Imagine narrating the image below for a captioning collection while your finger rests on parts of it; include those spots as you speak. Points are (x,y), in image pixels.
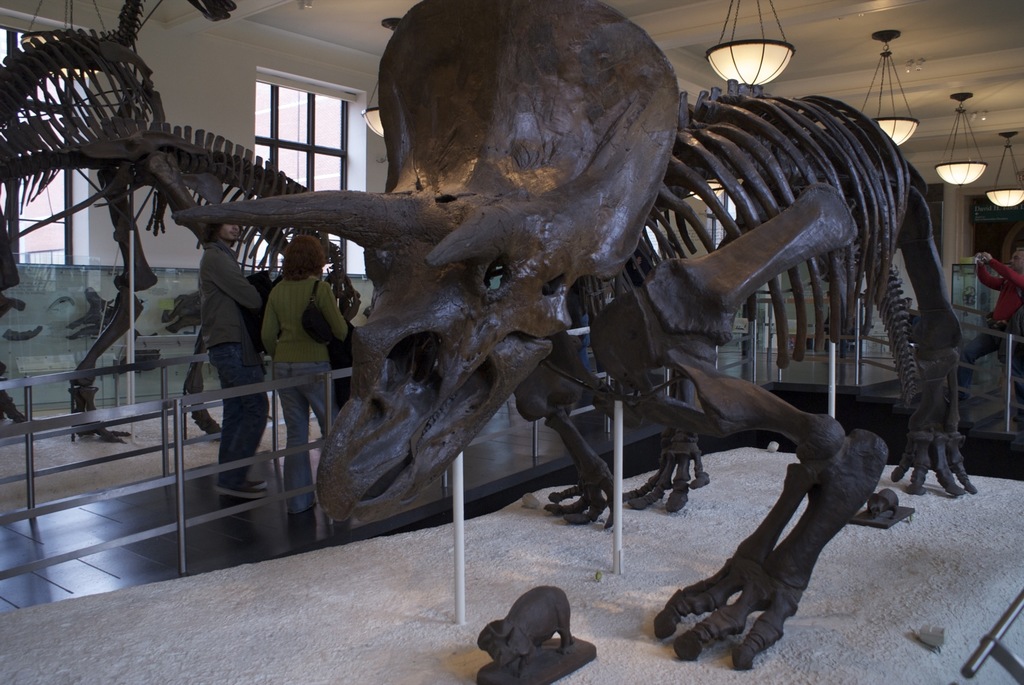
This picture is clicked in the museum (881,377). In front of the picture, we see the dinosaur (484,341) exhibited in the museum (316,480). Behind that, we see an iron railing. Beside that, we see two people (285,310) walking. Beside them, we see a white wall (227,68) and windows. At the top of the picture (1005,158), we see lights (958,104).
